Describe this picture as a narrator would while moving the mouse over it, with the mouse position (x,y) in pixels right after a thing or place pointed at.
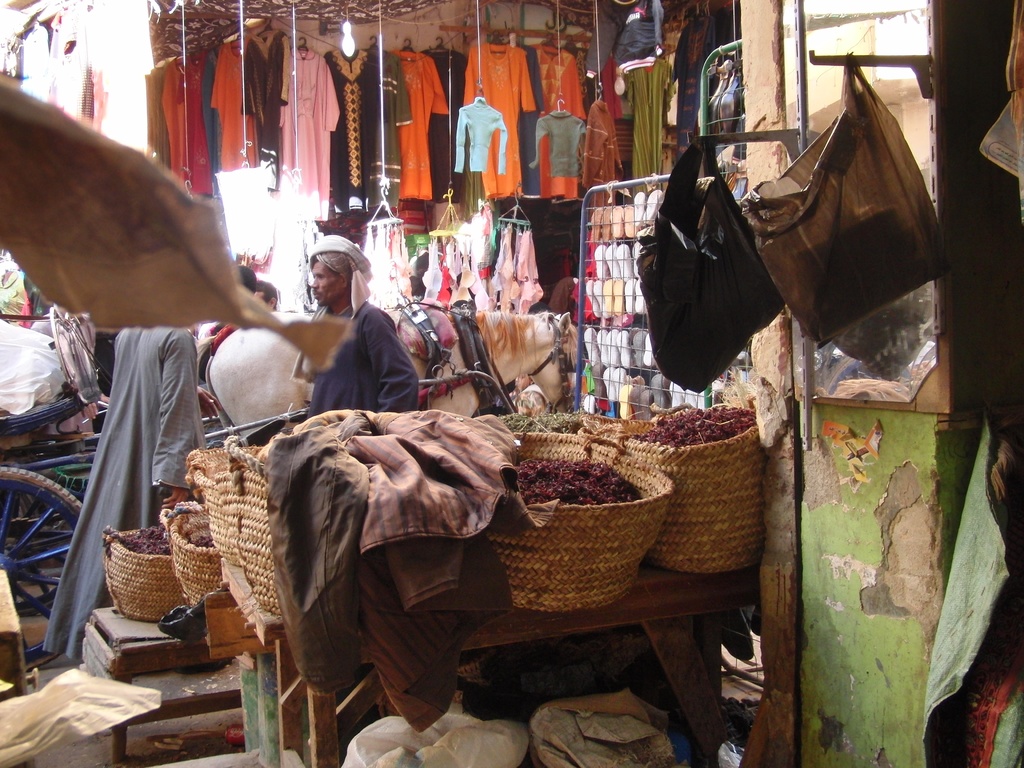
At the bottom of the image (747,519) on the benches (162,645) there are baskets (662,444) with few items (571,474) in it. And there are clothes (414,516) on the baskets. Below the benches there are few things (635,723). On the right side of the image (918,366) there is a wall (889,491) with a mirror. Behind the benches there are two persons (362,345) standing and also there is a horse (486,330). In the background (324,143) there are many clothes (388,137) hanging. And also there is a stand (645,180) with footwear (626,334) in it. On the left side of the image (71,511) there are vehicles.
